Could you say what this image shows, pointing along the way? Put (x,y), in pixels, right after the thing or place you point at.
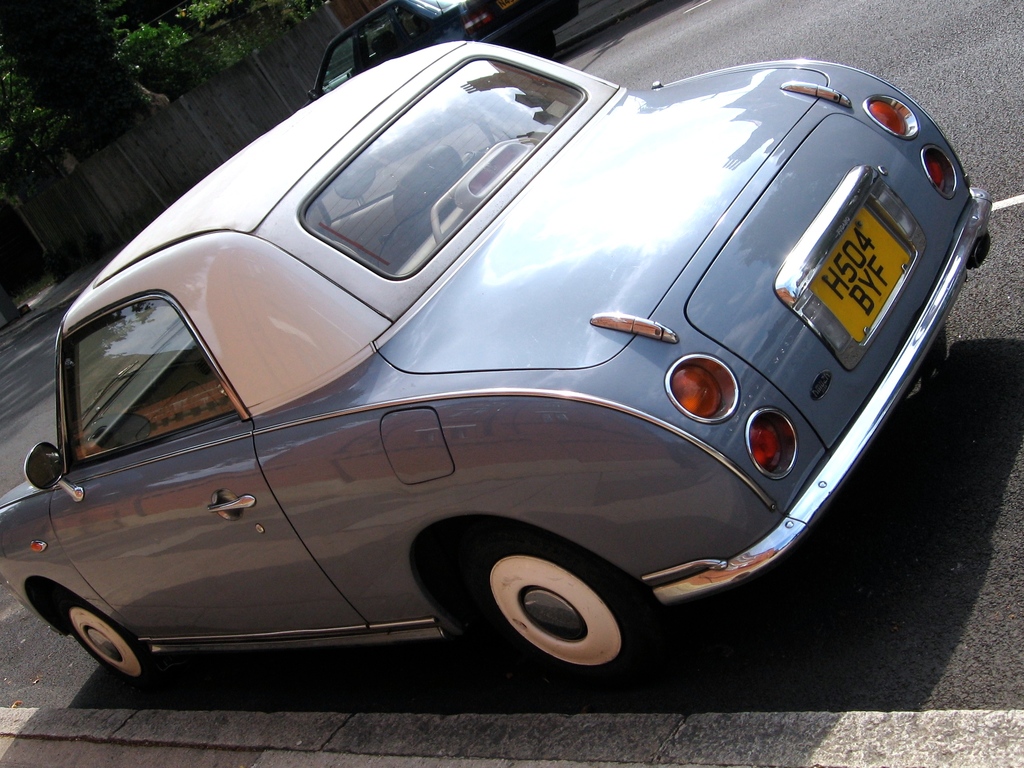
In this image there is a car (461,407) on the road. At the top (387,25) there is another black color car (403,36) on the road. Beside it there is a fence (236,93). On the left side (103,36) top there is a tree (144,66).
